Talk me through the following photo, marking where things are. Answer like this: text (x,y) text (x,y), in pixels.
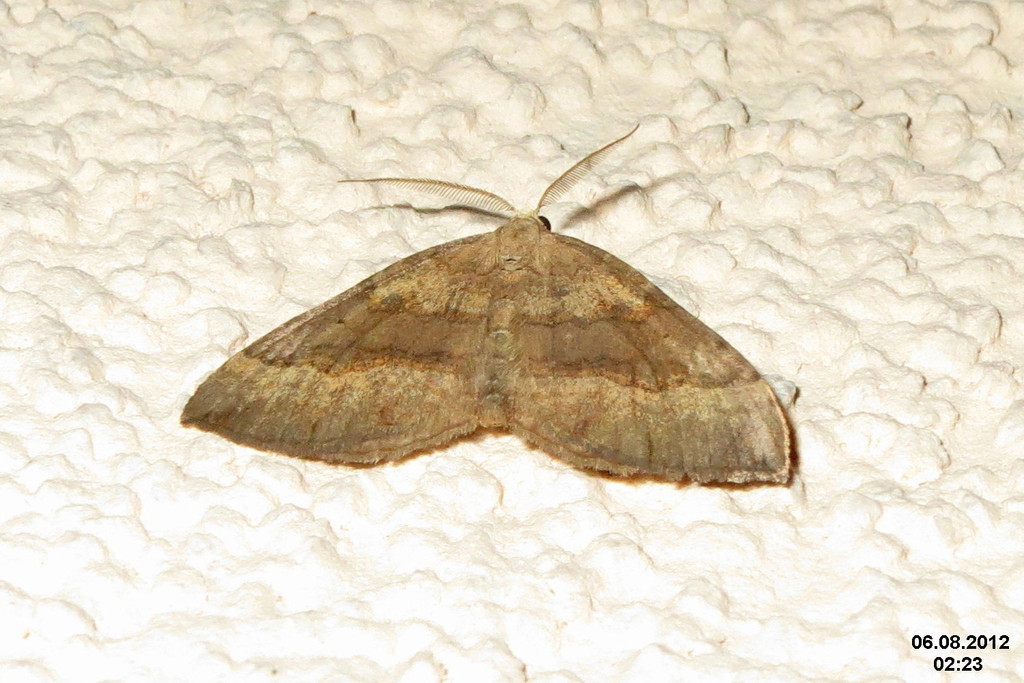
This is a moth (453,358), which is on the wall (698,156). This wall (489,119) is white in color. At the bottom right side of the image (917,635), I can see the watermark (956,646).
